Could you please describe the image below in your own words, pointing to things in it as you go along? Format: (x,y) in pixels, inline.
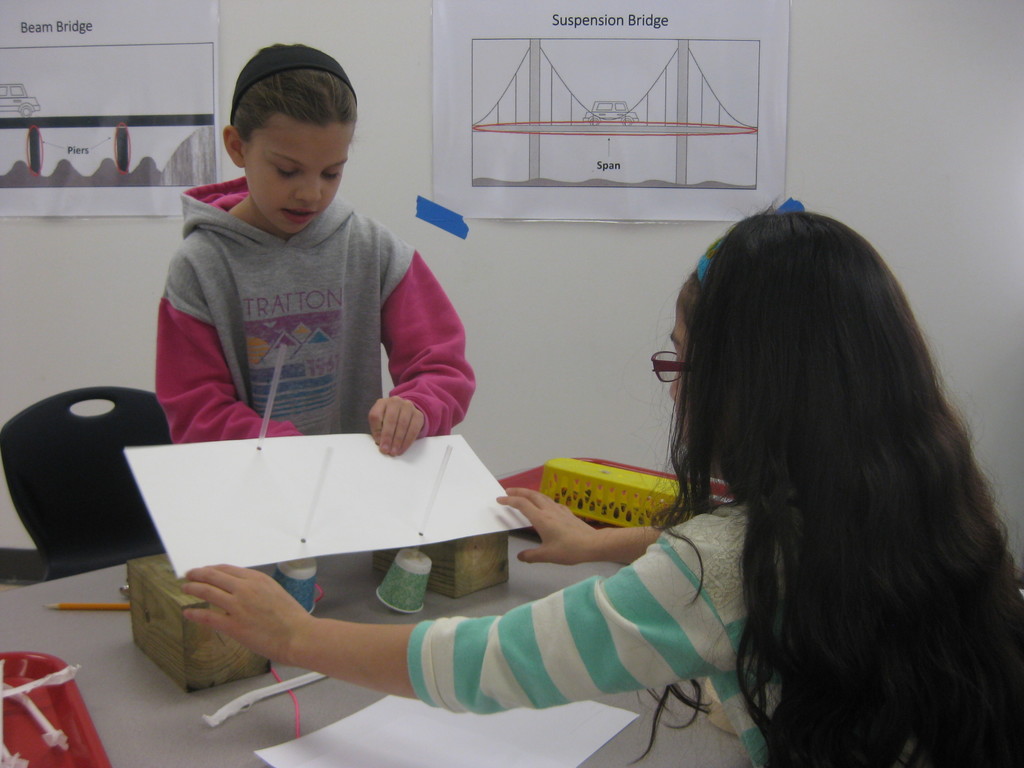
in this image i can see there are the two persons (733,373) one person (232,353) standing wearing a pink color jacket (208,397) and another person (621,631) wearing a blue color jacket (600,649) there are both kept their hands (277,596) on the paper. and there is a drawing (568,100) on the wall (610,338) and there are cups (407,593), pencil (95,606) and there's a chair (46,529) near to the table (77,580).
